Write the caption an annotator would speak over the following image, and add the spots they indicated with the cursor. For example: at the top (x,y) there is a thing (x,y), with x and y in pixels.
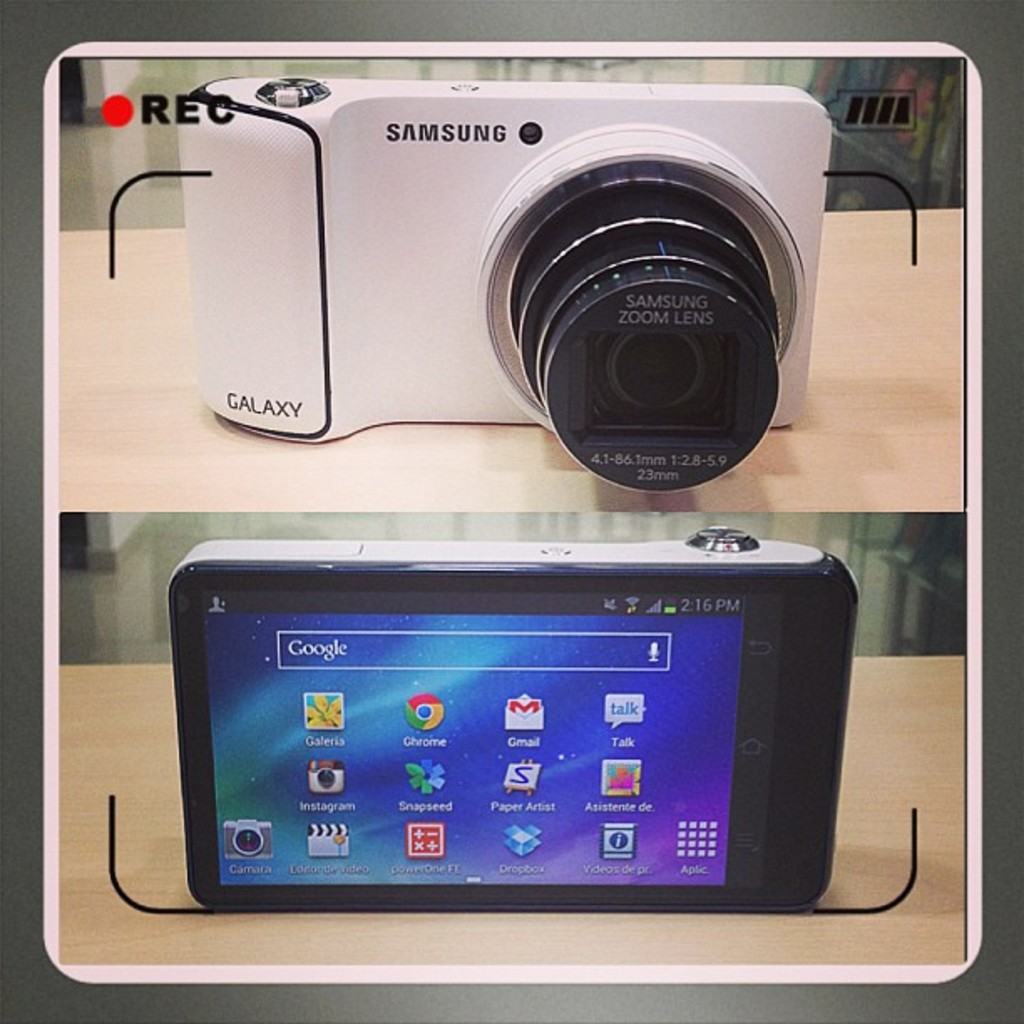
At the top (629,116), we see a camera (491,197) in white color is placed on the wooden table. At the bottom (547,868), we see a camera (547,868) with a blue wallpaper (462,715) is placed on the table (126,676). In the background (160,576), we see the grey color floor (889,171). This might be an edited image.
